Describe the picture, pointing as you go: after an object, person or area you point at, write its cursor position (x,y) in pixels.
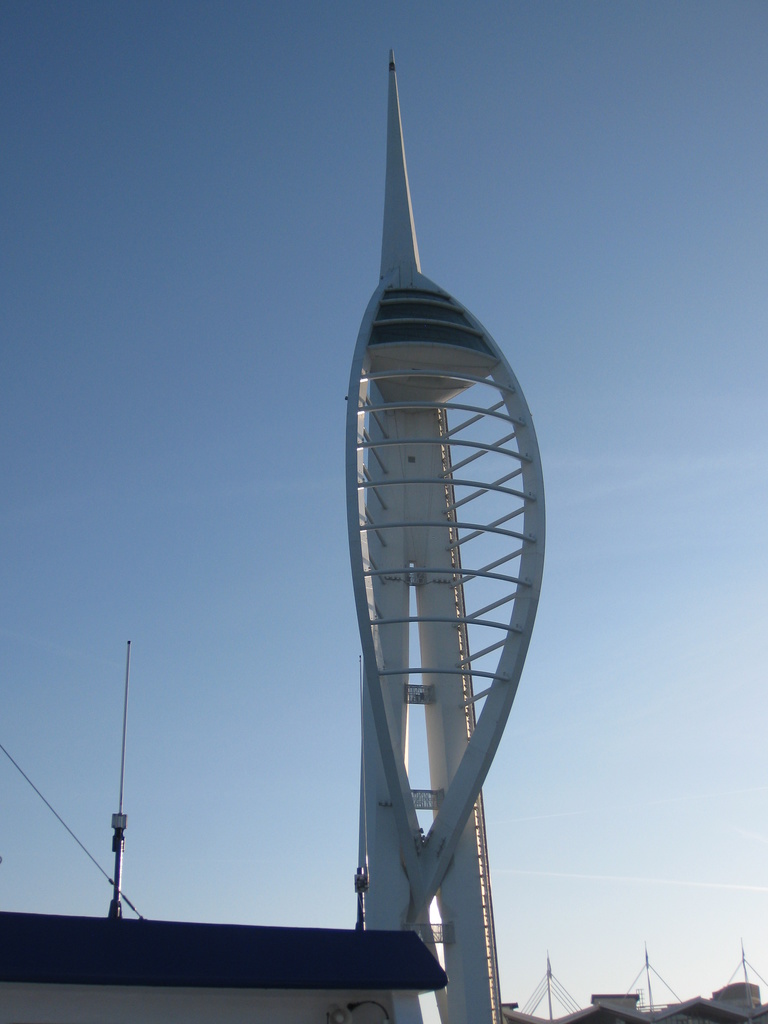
It is a tall tower (397,495) and there are some poles (551,965) behind the tower (446,882) and in the background (279,216) there is a sky (313,236).
